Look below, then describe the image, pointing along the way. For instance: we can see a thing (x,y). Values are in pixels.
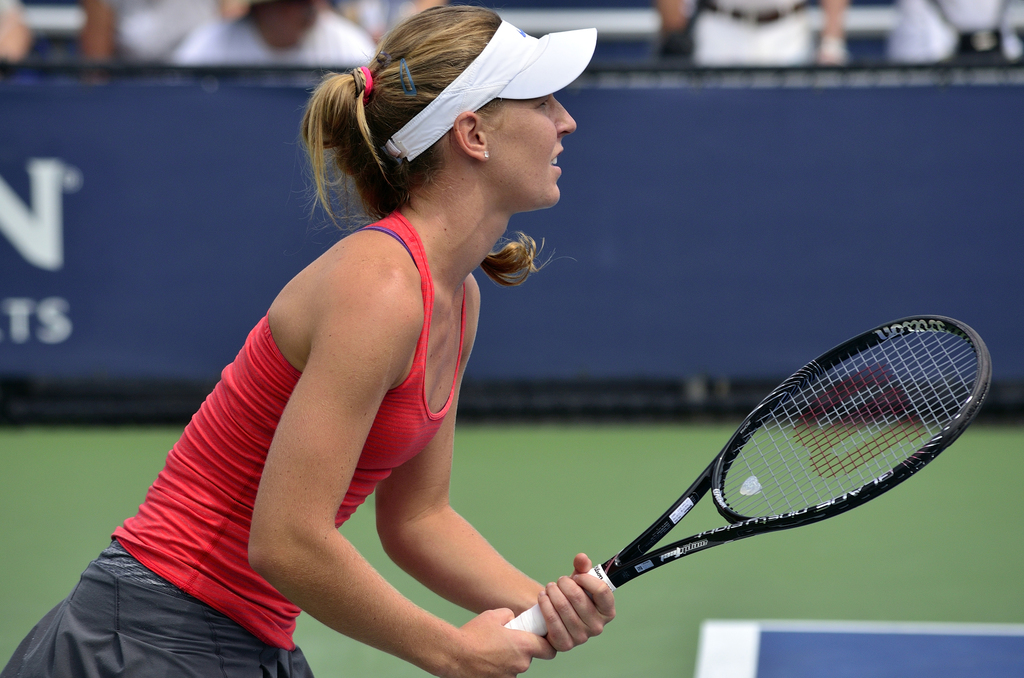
The woman (336,415) is holding a tennis racket (788,468) in her hand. In the background (788,267) there is a blue banner (176,195) with something written on it.
